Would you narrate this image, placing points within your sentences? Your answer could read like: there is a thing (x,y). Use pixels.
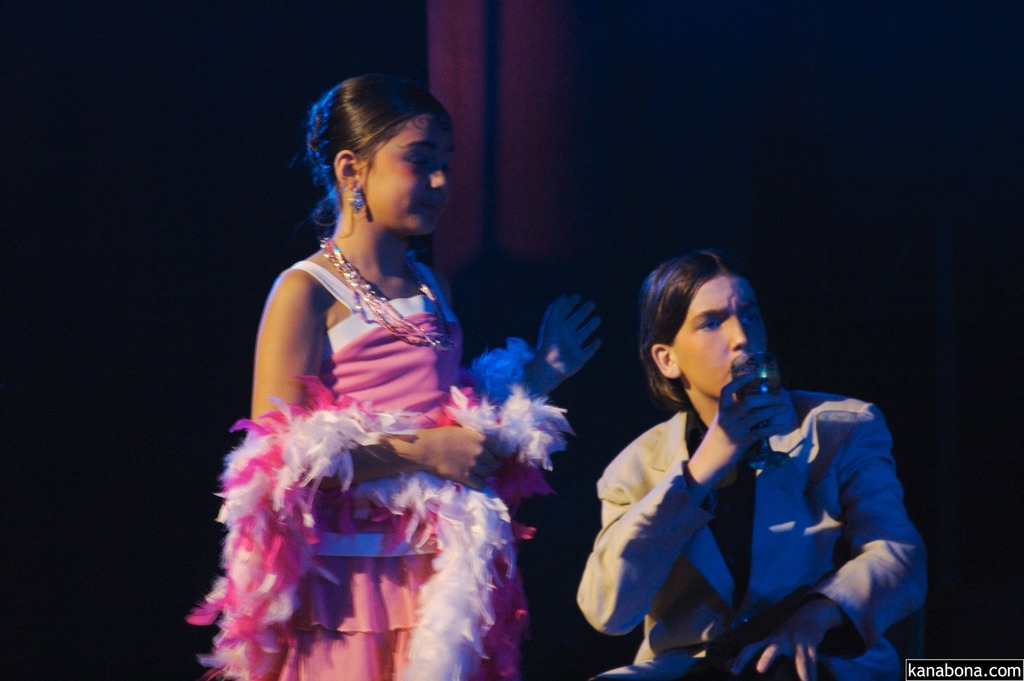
In this picture we can see two persons (851,563) and he is holding a glass (778,383) with his hand (774,409). There is a dark background (149,472).
